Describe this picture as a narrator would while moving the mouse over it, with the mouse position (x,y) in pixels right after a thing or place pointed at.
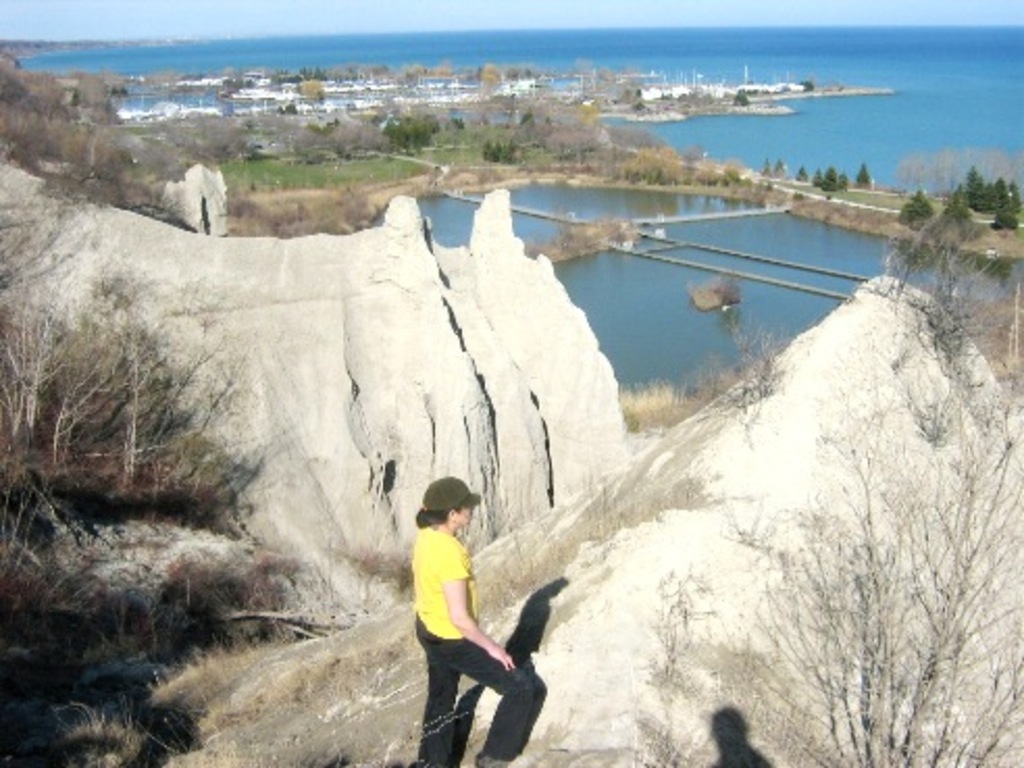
There is a person (451,575) in yellow color t-shirt (437,565) walking on the surface (377,767) of a hill (720,601). In the background (35,95), there are trees (588,148), buildings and grass (283,173) on the ground (604,173), there is a water pond (819,286), there is water (768,36) of an ocean (504,45) and there is sky (157,16).
